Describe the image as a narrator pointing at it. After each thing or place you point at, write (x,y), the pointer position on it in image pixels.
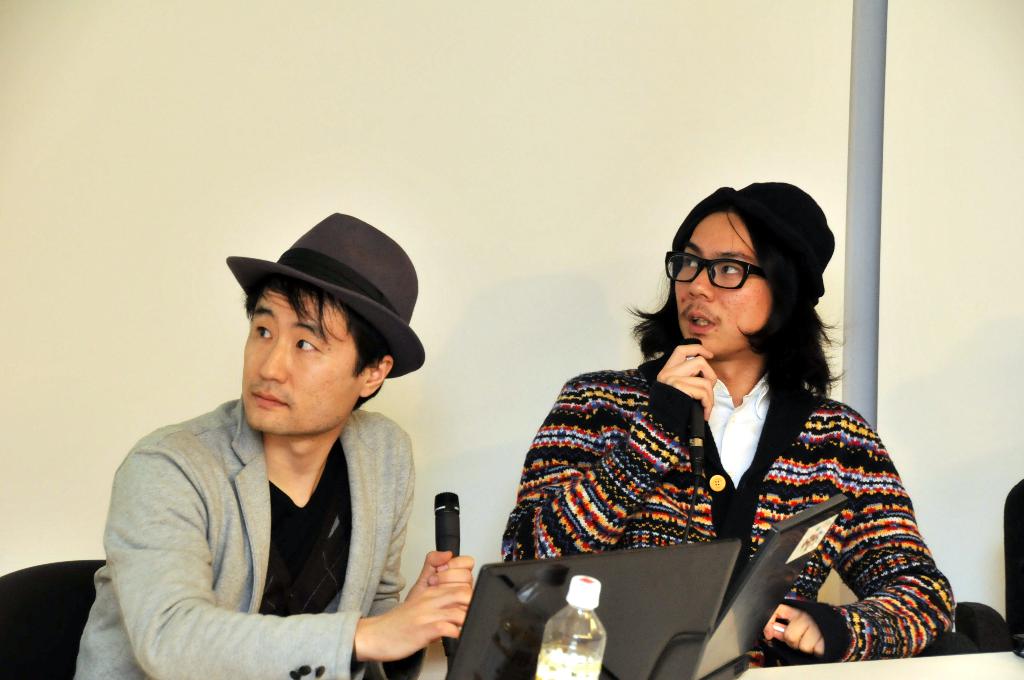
In this image we can see two men (292,531) are sitting on the chairs (33,640). They are holding mics (446,534) in their hands (675,388). At the bottom of the image (746,588), we can see laptops (752,606) and a bottle (578,636). In the background (491,318), we can see the wall (705,112). We can see a chair (1020,556) in the right bottom of the image (977,621).
